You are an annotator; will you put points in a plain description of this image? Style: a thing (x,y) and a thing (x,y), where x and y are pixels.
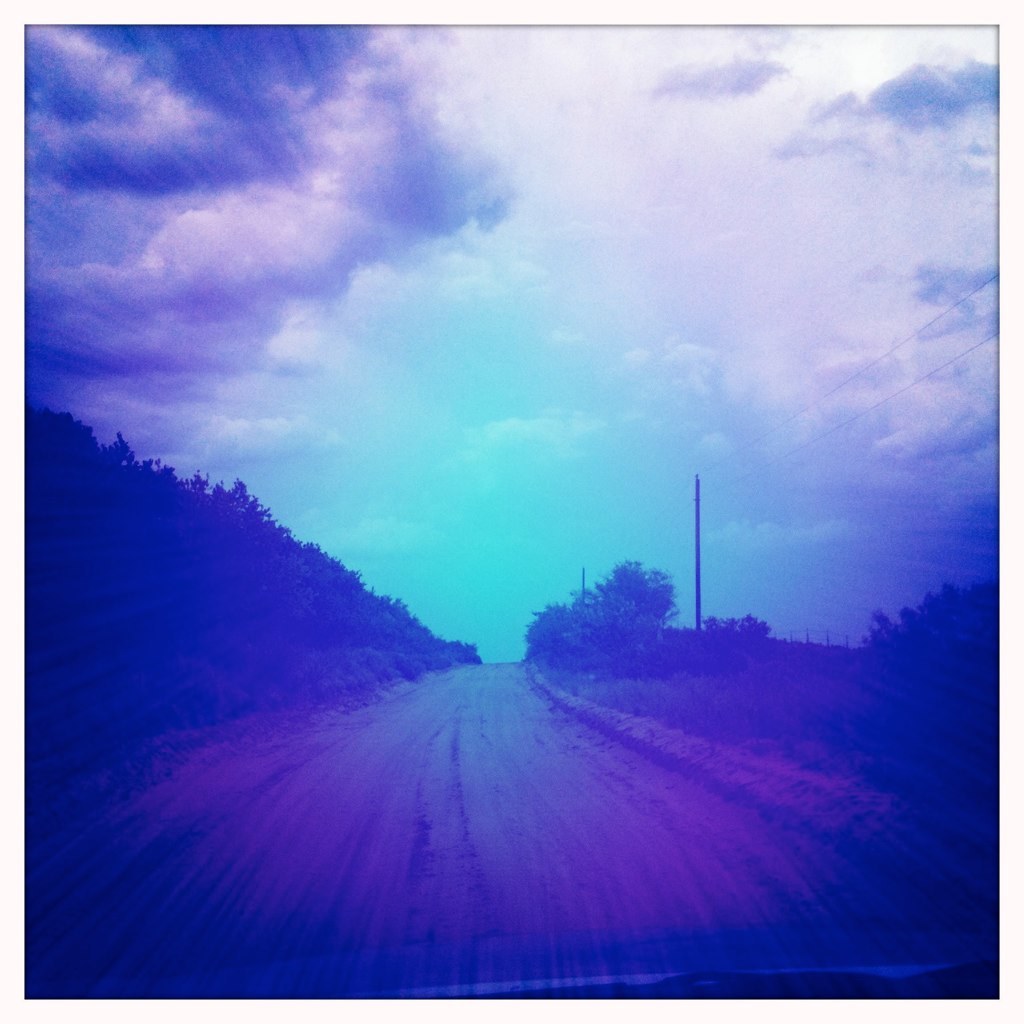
This edited image is clicked on the road (404,760). In the center of the image (475,681) there is the road (445,736). On the either sides of the road (427,848) there are trees (714,656) and poles (699,571). At the top (546,234) there is the sky (676,276). There are clouds (511,200) in the sky (451,287).
